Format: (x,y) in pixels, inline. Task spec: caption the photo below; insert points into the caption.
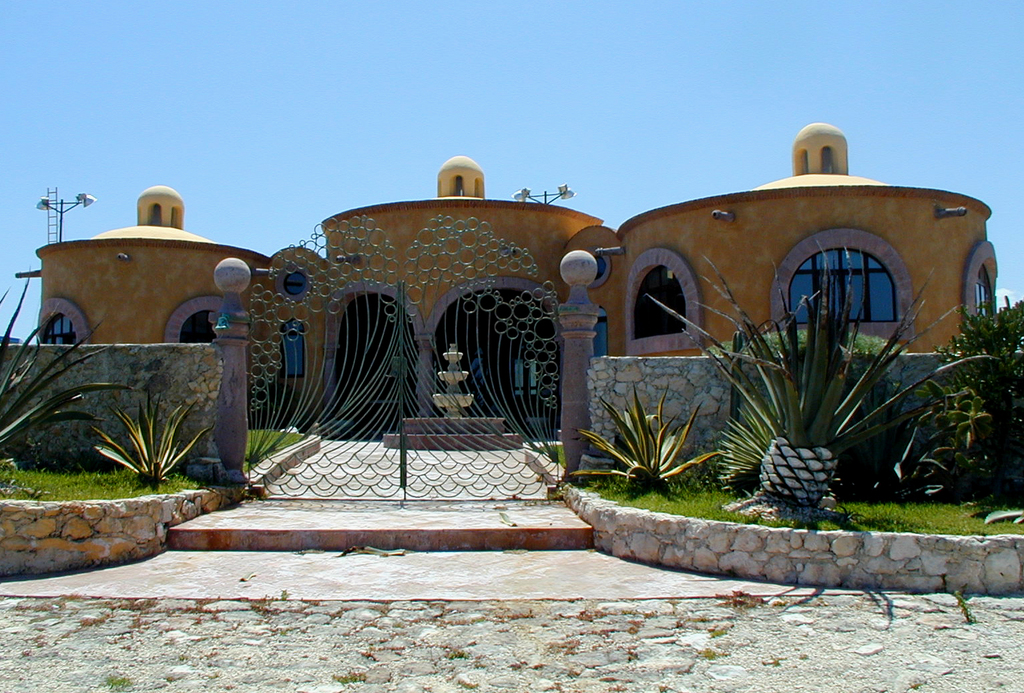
In the image in the center (358,282) there is a building (676,241), glass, wall (776,290), fountain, ladder (51,225), gate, compound wall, road (374,616), lamps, plants (792,345) and grass (626,492). In the background (456,99) we can see the sky (463,20).
